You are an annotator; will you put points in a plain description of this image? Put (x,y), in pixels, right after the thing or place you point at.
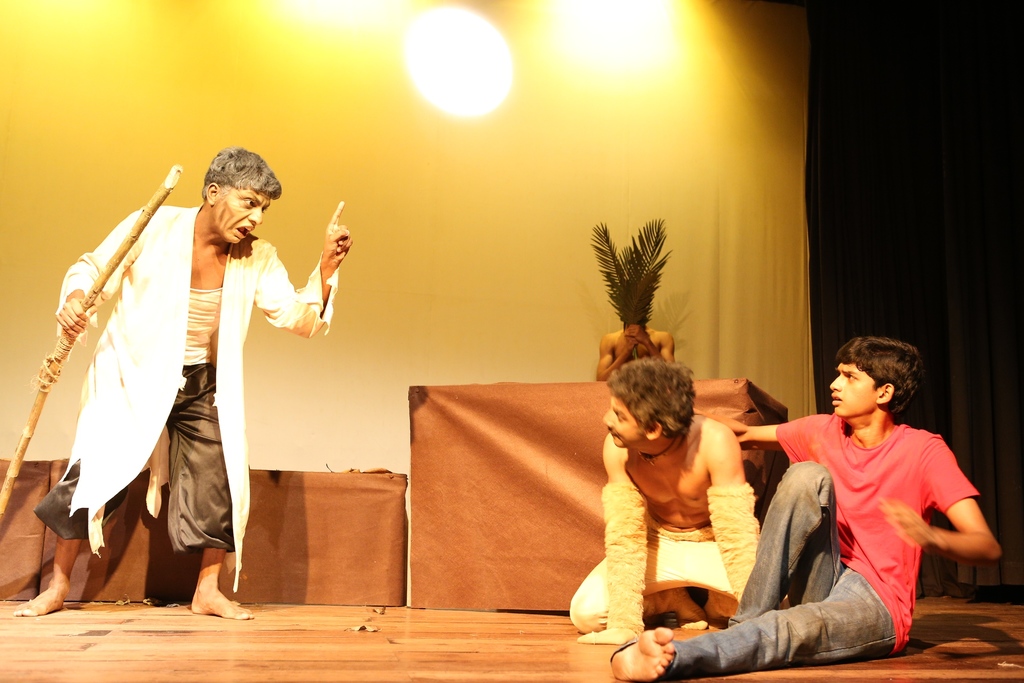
On the left (221,444) a man (221,444) is standing by holding a stick (64,349) in the hand (75,322) on the floor (387,639) and on the right (807,577) a boy (776,596) is sitting and another boy (647,552) is on his knees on the floor (909,682). In the background (406,511) there are objects (118,530), cloth (484,444), curtain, light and a person (613,349) is holding a plant (651,259) in his hand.
